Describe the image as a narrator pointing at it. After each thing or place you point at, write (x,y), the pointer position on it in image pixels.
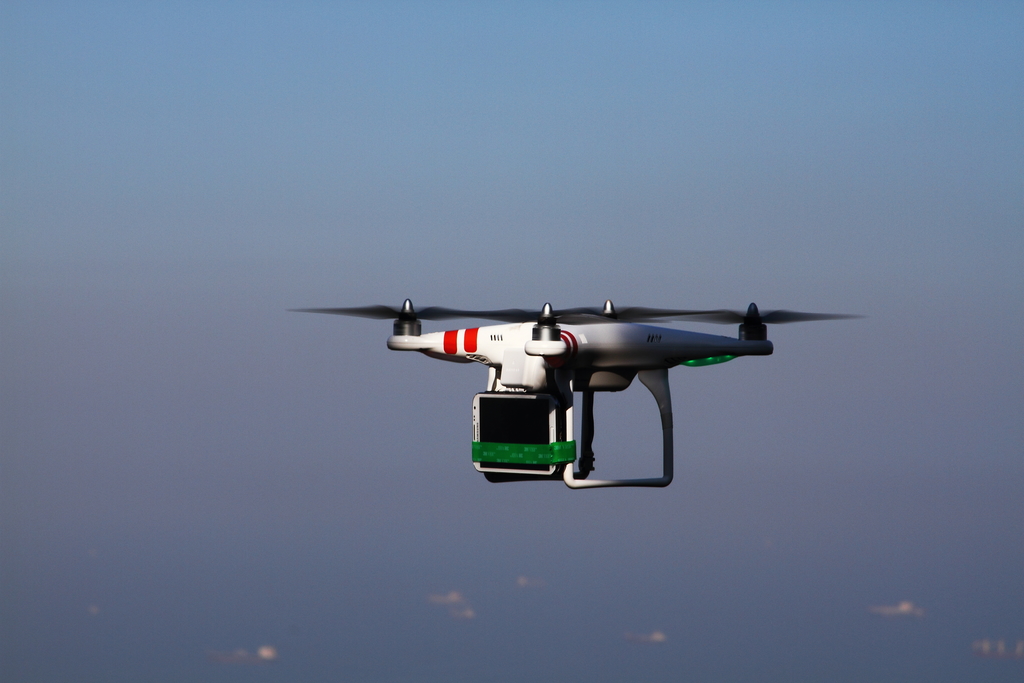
In this picture, we see the remote controlled drone (602,385) is flying in the sky (699,431). In the background (569,500), we see the sky (318,362), which is blue in color.
